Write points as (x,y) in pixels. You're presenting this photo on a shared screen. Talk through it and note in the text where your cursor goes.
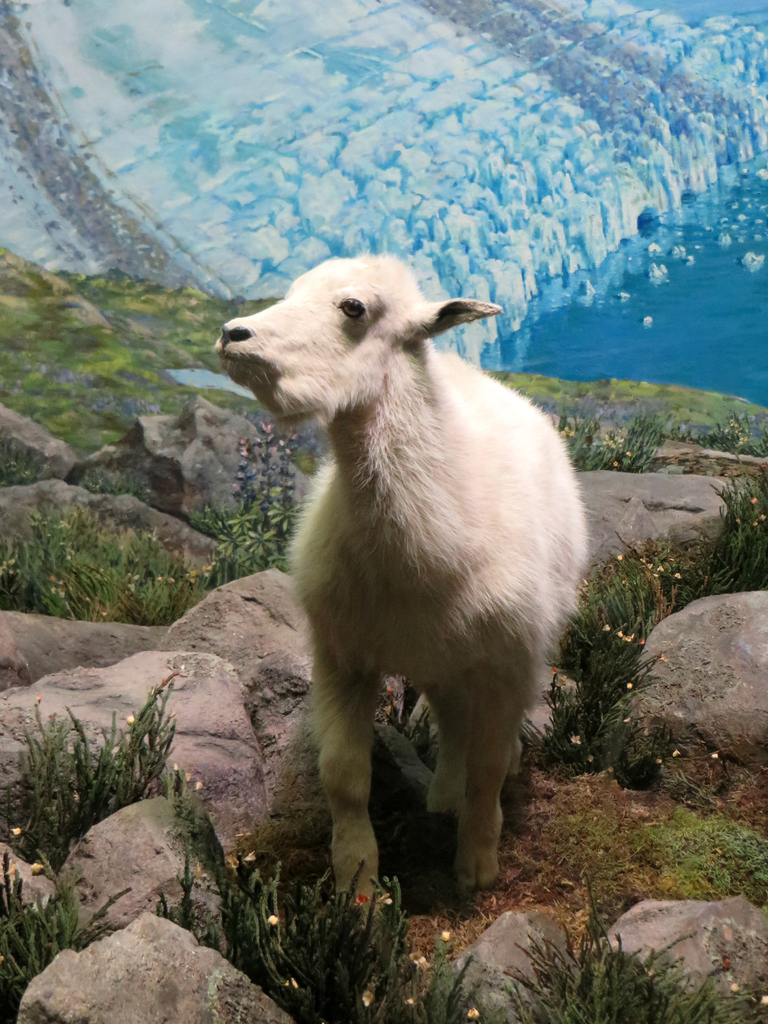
In this image I can see ground (662,825) and on it I can see grass (22,557), number of stones (205,723) and a white colour animal (353,522). I can also see depiction picture (411,197) in the background (444,207).
